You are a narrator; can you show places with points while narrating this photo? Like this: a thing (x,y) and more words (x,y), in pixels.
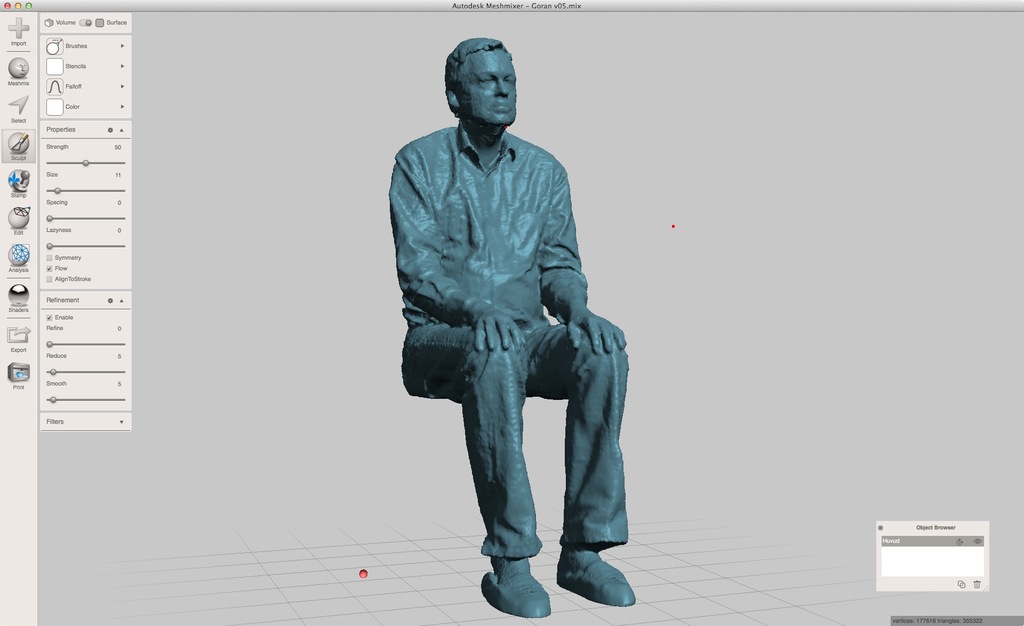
In this image we can see a computer screen (463,294) and a picture (420,377) on it.
